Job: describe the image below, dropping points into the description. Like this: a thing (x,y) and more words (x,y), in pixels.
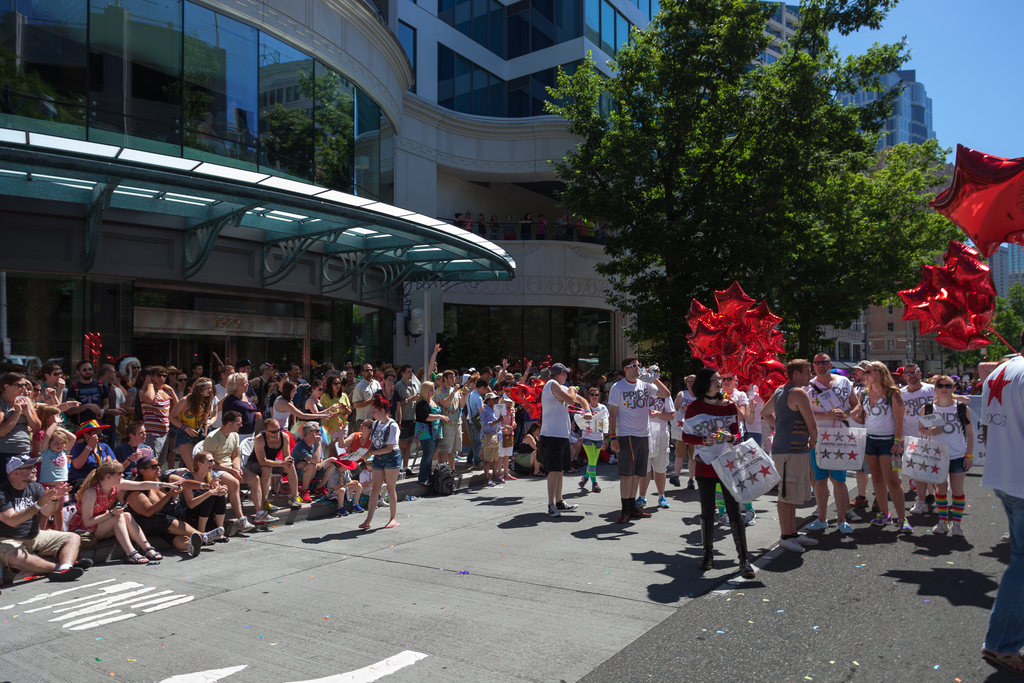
In this image we can see many persons (318,420) on the road (969,483). In the background (936,223) we can see trees (747,283), buildings (267,222) and sky (910,66).
